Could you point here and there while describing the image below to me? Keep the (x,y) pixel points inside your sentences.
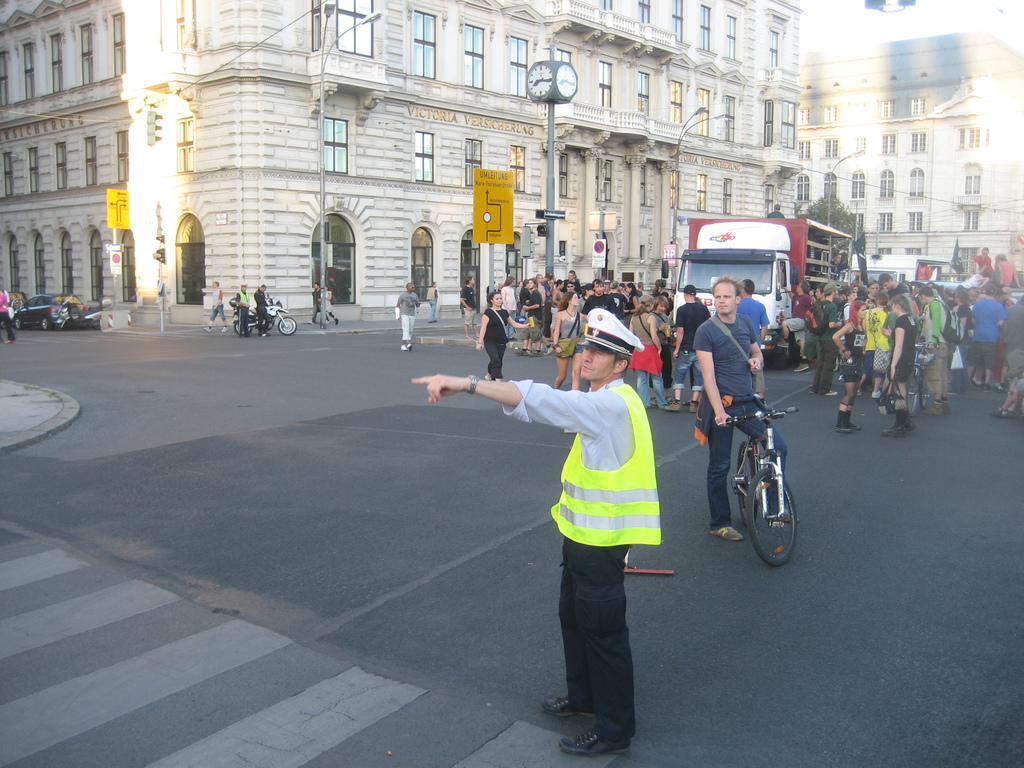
As we can see in the image there are buildings (445,115), clock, truck (736,266), car (52,321), motorcycle (89,311), bicycle (765,509) and few people (581,334) here and there.
